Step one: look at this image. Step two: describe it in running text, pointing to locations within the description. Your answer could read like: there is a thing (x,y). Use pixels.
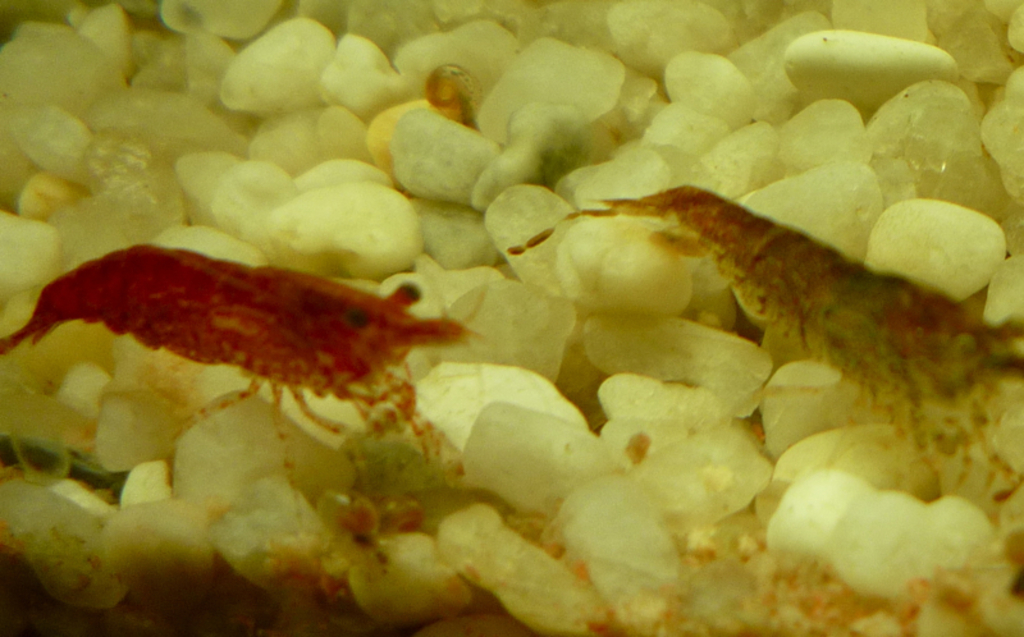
In this image we can see some shrimps (422,436) and stones (468,413).
